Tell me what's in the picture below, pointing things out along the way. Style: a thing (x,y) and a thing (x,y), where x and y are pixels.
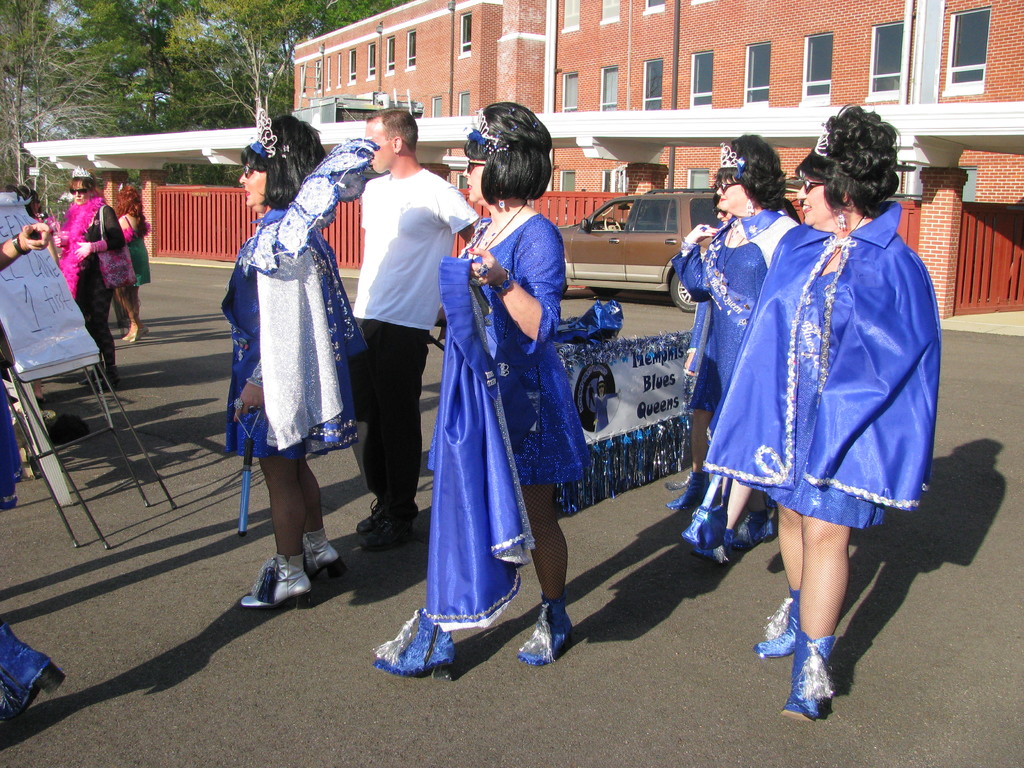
In the image we can see there are people (289,333) around, they are standing, wearing clothes (543,533), shoes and some of them are wearing a crown (822,154) and goggles (820,181). Here we can see a building (682,80) and these are the windows (813,65) of the building (855,56). There is even a vehicle (659,252), brown in color. Here we can see fence (208,236), road (997,678), trees (90,97) and a poster (29,328).
